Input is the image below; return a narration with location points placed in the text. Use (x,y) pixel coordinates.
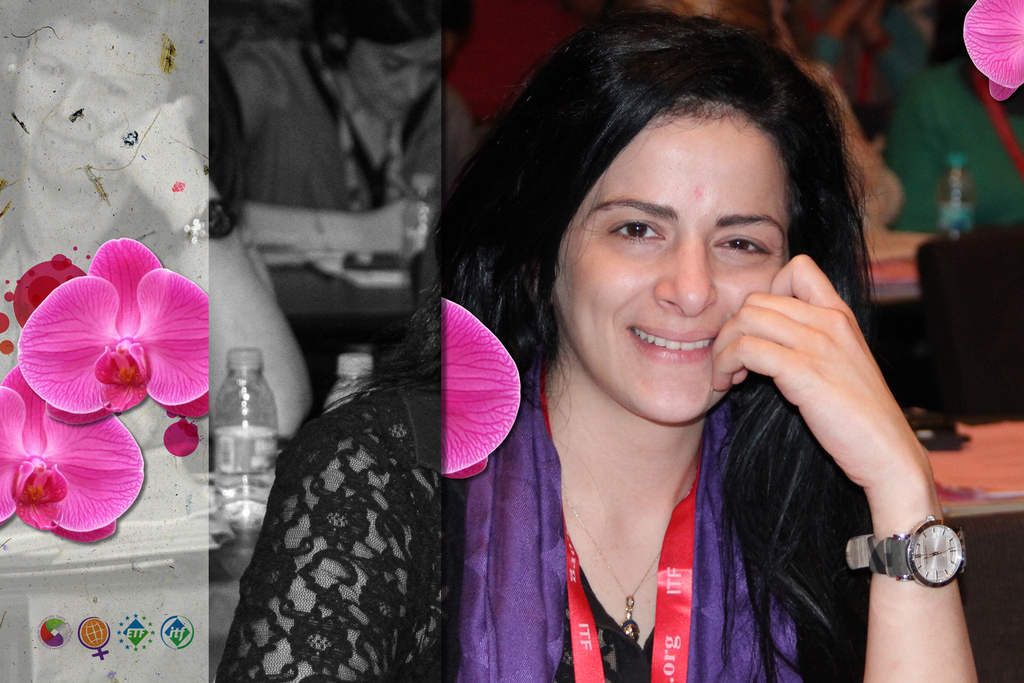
It is an edited picture. In this image, we can see a woman (583,496) is smiling. Here we can see flowers (98,361) and petals (442,380). Top of the image (954,74), we can see few people (56,215), some objects (964,472), bottles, chair (960,328), tables (1001,540).
